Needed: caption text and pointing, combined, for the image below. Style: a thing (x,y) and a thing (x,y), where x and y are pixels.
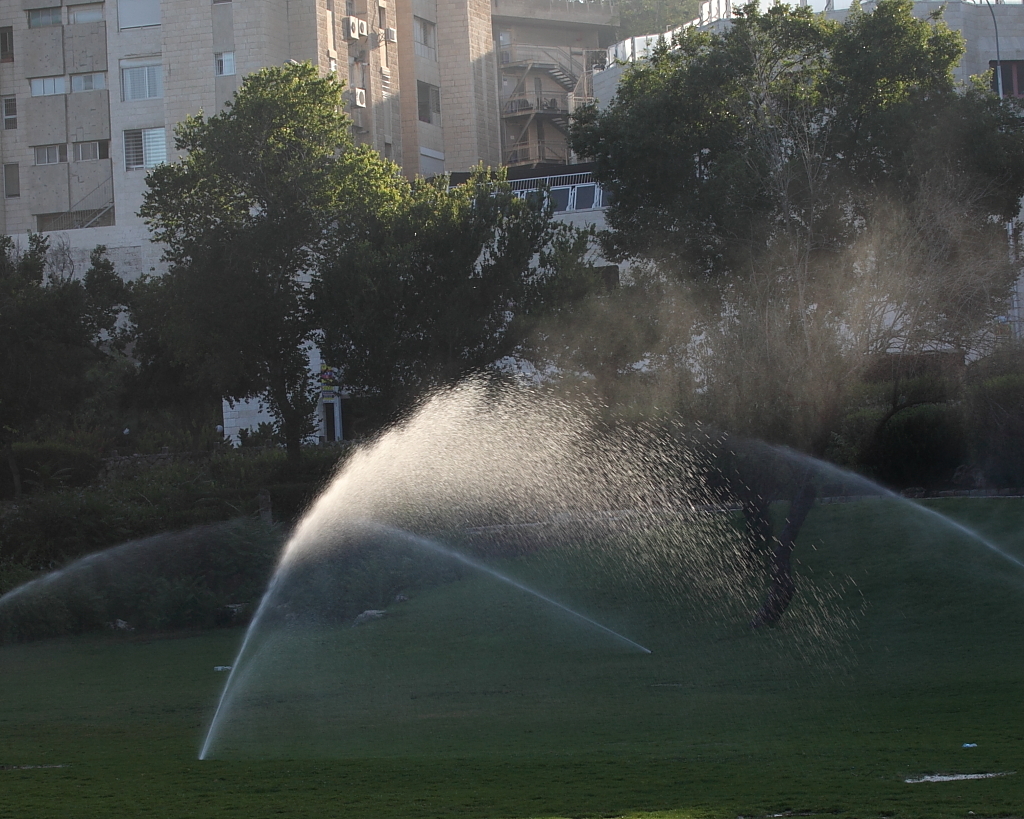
This is looking like a garden (337,768). At the bottom of the image (390,786) I can see the grass (346,784) and few water pipes (307,542). In the background (449,292) there are some trees (459,301) and buildings (375,55).
